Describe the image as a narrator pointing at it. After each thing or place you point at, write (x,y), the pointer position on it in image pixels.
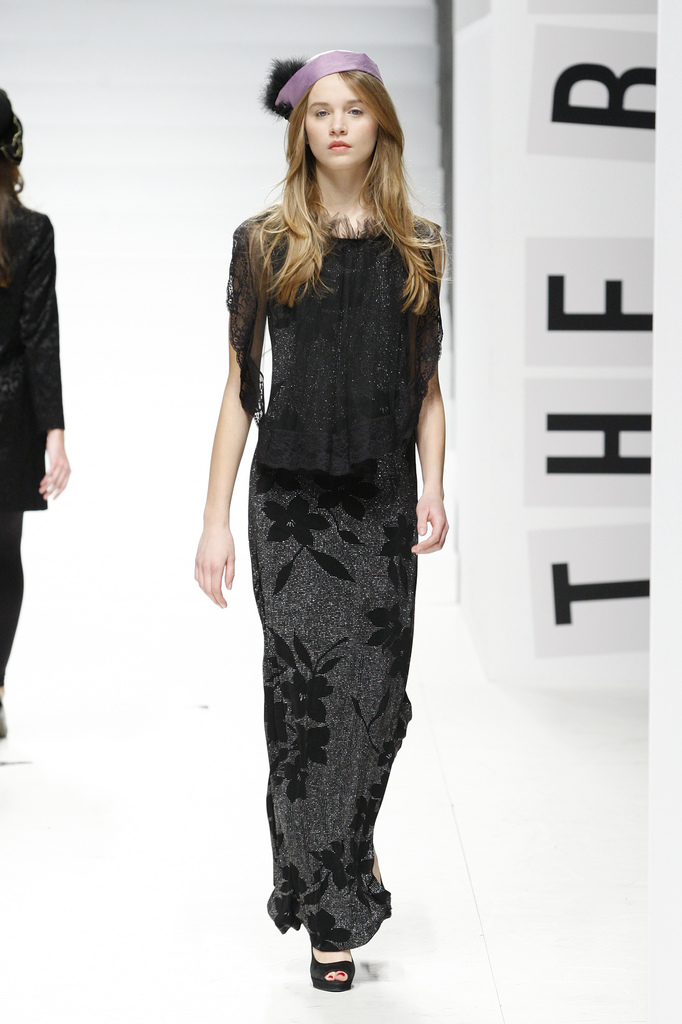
In this image I can see a woman (392,421) wearing black color dress (349,538) is standing on the white colored surface (411,927). In the background (11,597) I can see another woman (3,591) wearing black colored dress (8,303) and the white colored wall (216,236).
